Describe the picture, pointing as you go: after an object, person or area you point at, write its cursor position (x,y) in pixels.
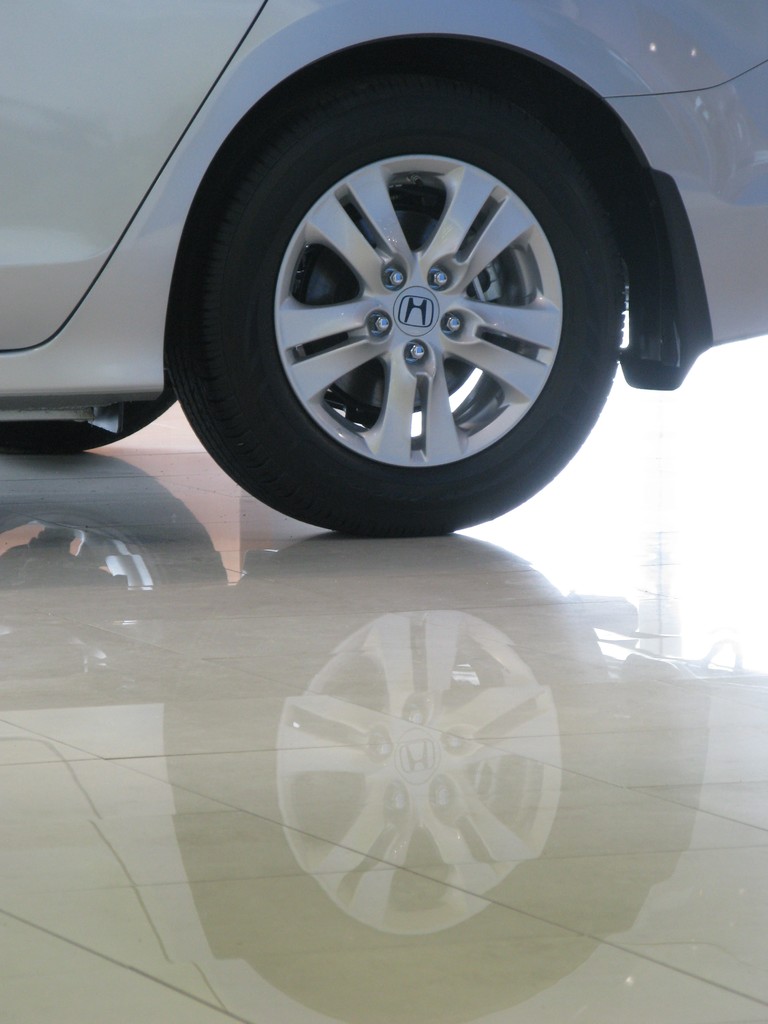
In this picture there is a vehicle Tyre (415,202) in the image.
